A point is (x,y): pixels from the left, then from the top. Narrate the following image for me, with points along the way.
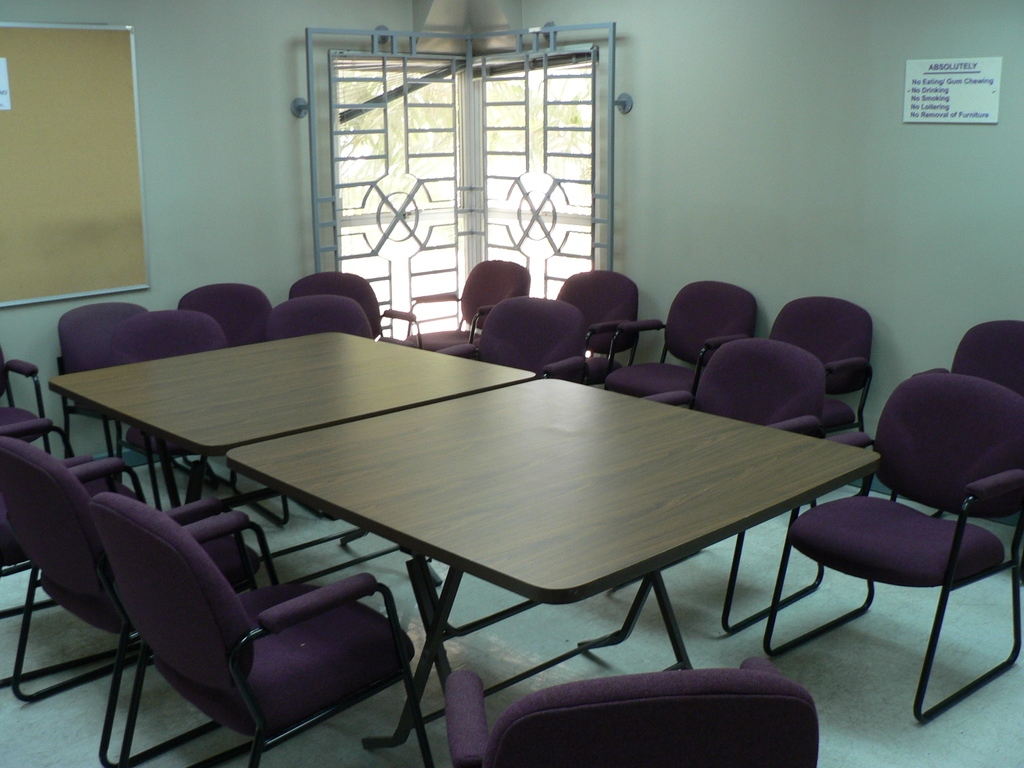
In this image I can see the tables (367,459). To the side of the tables (334,438) I can see the chairs (427,340) which are in purple color. In the background (480,175) I can see the boards (80,141) and the window (464,165) to the wall (302,154). I can also see some trees (376,148) through the window (402,155).
